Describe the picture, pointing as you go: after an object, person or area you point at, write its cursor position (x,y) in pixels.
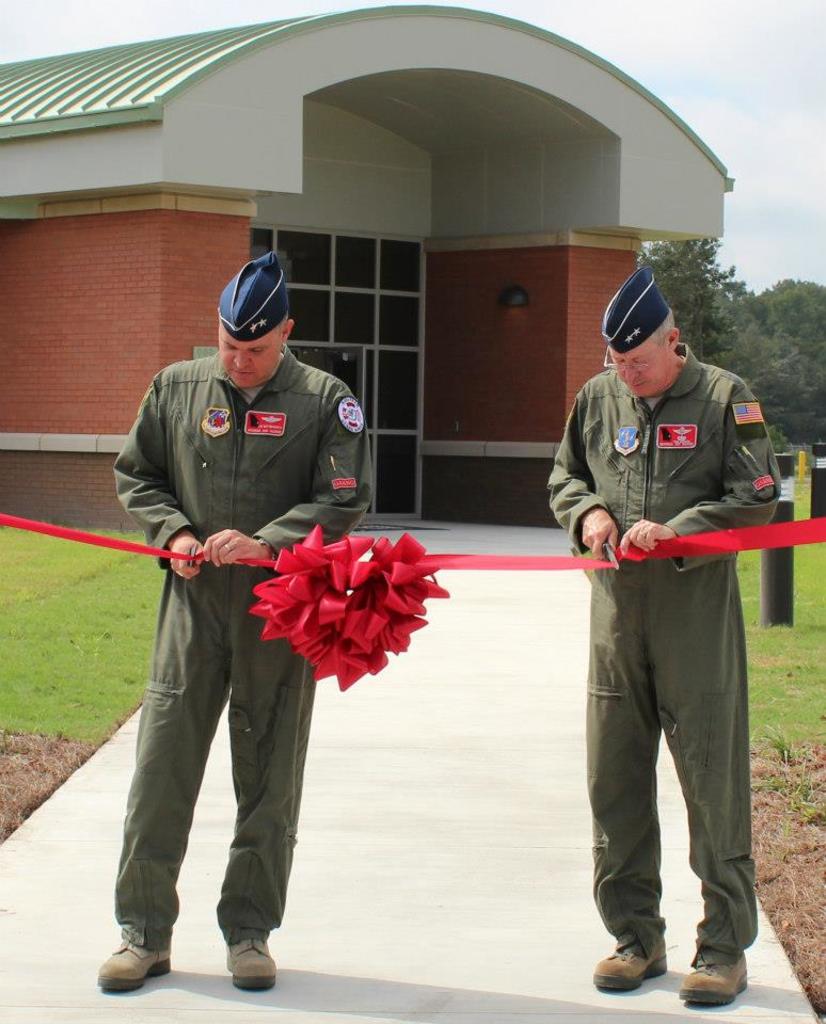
Here we can see two persons (606,676) are cutting a ribbon (417,604). This is grass (98,598). In the background (609,225) we can see a building (579,253), trees (672,256), and sky (749,201).
